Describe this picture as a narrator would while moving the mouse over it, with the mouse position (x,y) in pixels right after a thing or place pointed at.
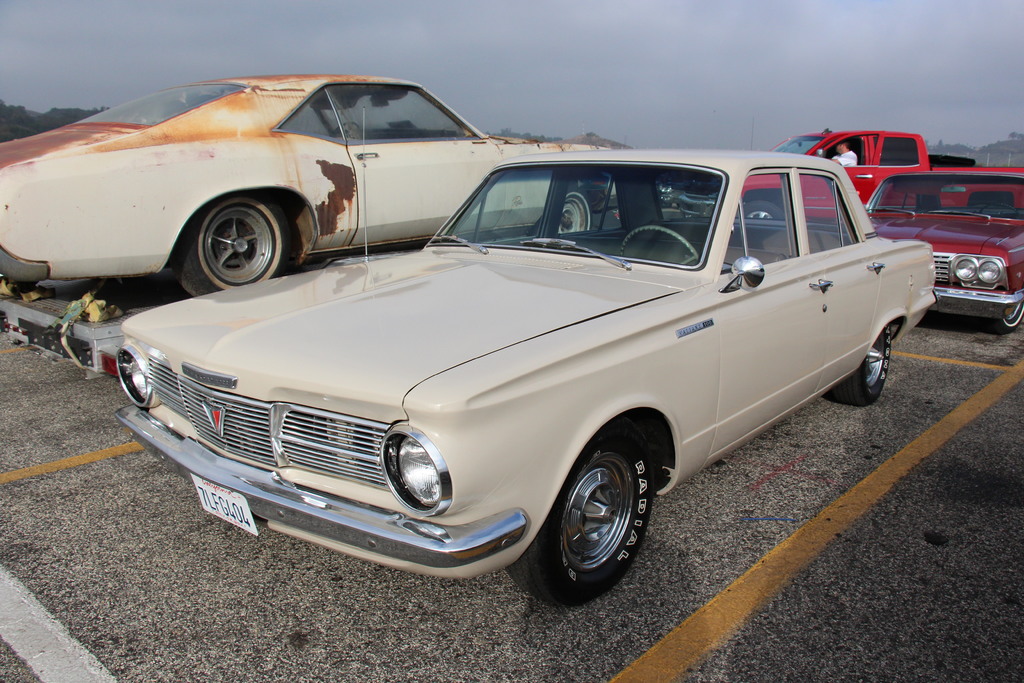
This is an outside view. Here I can see few cars (723,163) on the road (811,539). On the right side (853,161) there is a person (845,160) sitting inside the vehicle (830,148). In the background (46,119) there are few trees (30,121). At the top of the image (658,43) I can see the sky (600,113).
